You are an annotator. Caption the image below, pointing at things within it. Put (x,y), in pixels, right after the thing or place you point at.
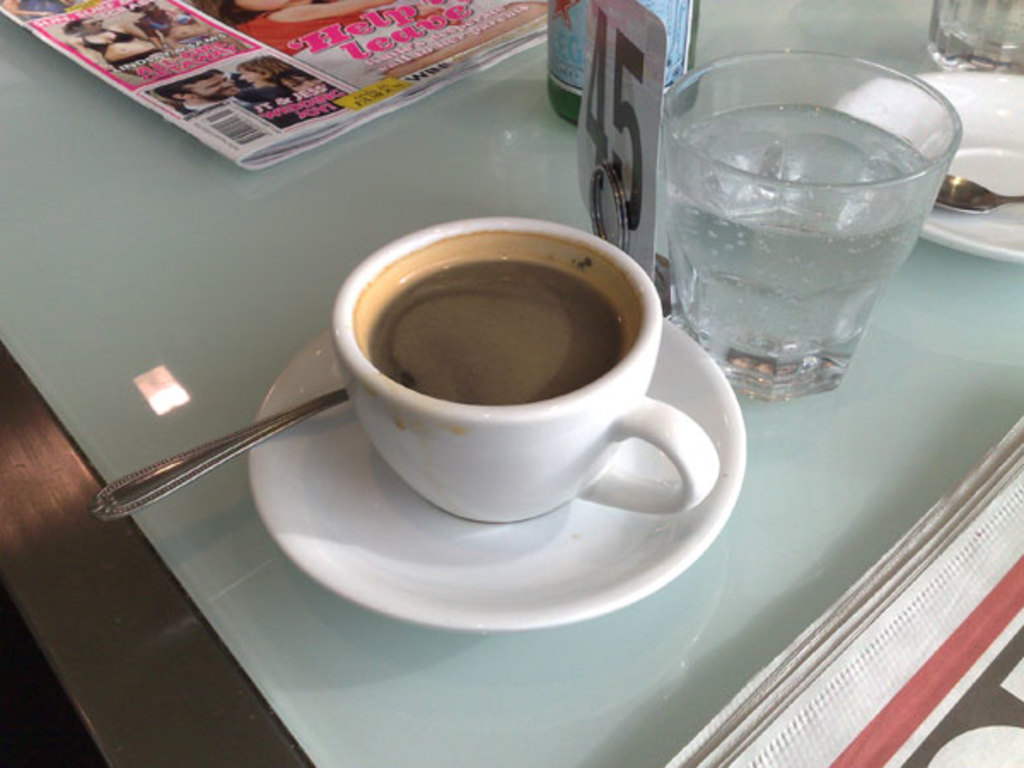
This picture is taken over a dining table (449,103). In the center of the picture (496,269) there is a cup (643,361) with some drink (547,342), beside it there is a glass (822,155). And in the background (235,78) there is a bottle (574,41) and a newspaper (299,41). And on the right (1008,191) there is a plate (973,111) and a spoon (980,189).
